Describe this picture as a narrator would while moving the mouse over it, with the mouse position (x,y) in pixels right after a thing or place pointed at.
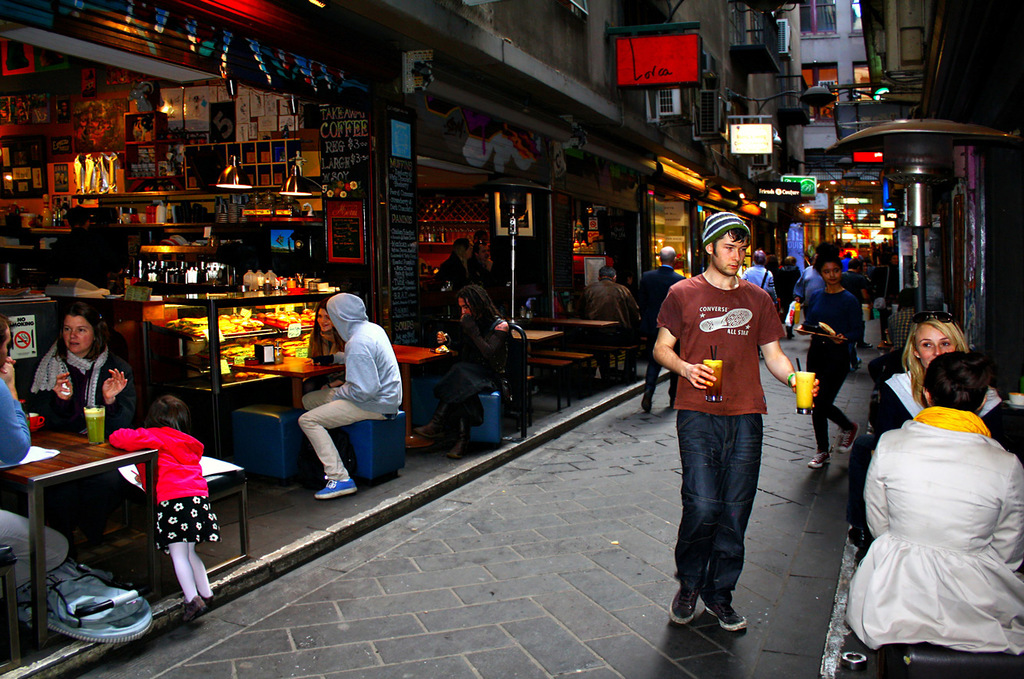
The picture is clicked in a street (838,591). On the right (958,625) there are people (947,417), stores (949,258) and buildings (922,100). In the center (652,316) on the road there are people (781,336) walking. On the left (88,358) there are people (58,554) sitting in chairs (236,478) and there are tables (115,453) and buildings (373,205). At the top (625,79) there are hoardings (639,82) and windows (812,10) of buildings (772,63).
